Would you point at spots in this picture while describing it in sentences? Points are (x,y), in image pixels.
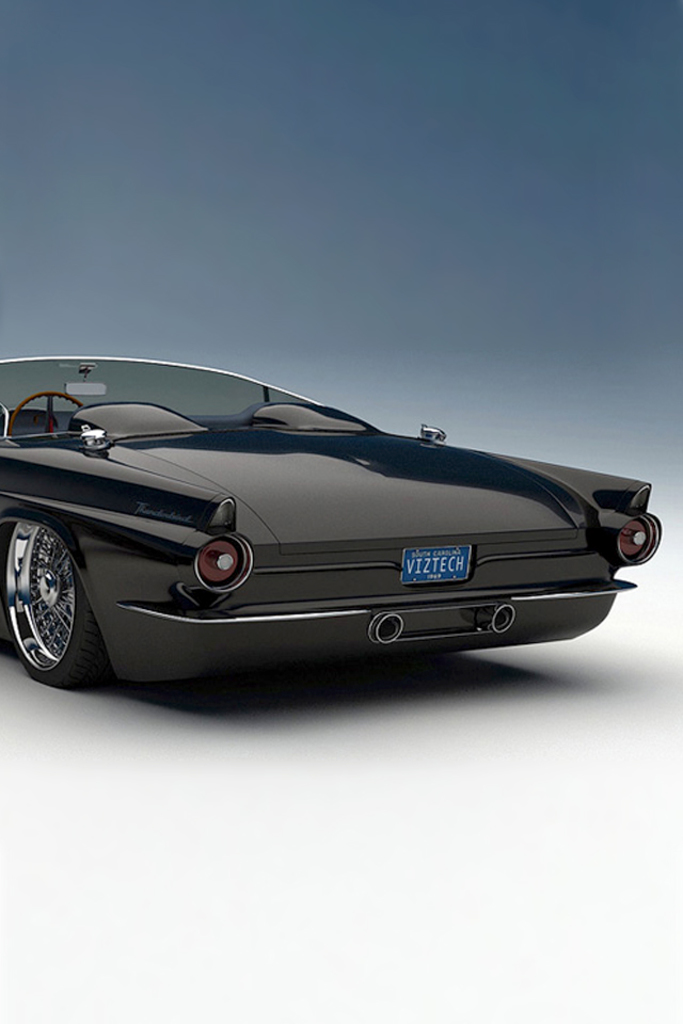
In this picture we can see a car (296,503) on a white color platform (332,699) and in the background (405,327) we can see gray color.
